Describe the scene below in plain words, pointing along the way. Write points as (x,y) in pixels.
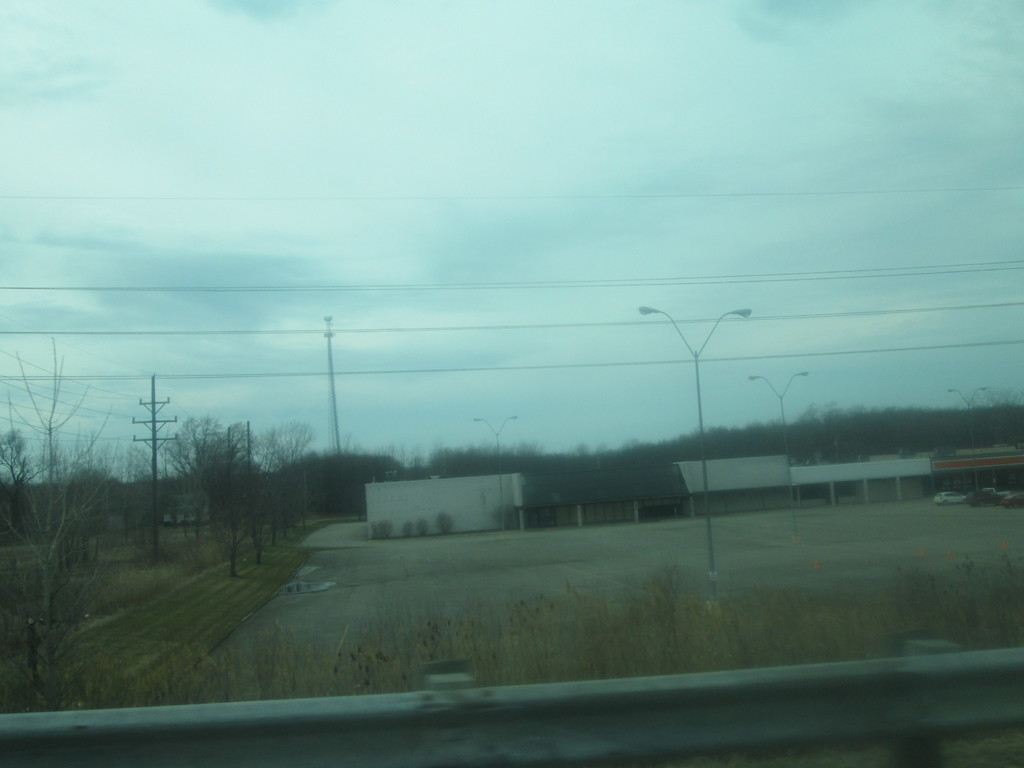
In this image we can see light poles (699,403), wires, houses (398,506), vehicles (977,503), grass (795,617), trees (335,509) and sky (523,135). At the bottom of the image (298,706) there is fencing (773,732).
